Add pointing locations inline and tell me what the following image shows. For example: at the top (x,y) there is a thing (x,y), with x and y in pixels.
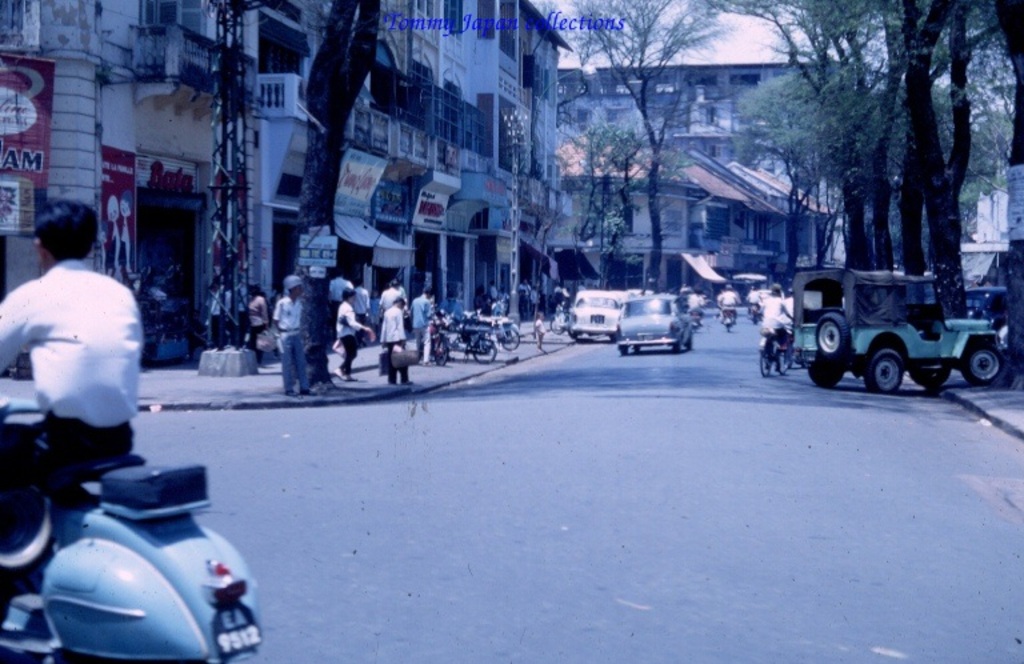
There is a person (31,300) on a bike (133,586) on the left side of the image (20,451). There are people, posters (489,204), stalls (392,240), buildings (643,206), poles (511,258), vehicles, trees (602,207) and sky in the background area (827,122).
